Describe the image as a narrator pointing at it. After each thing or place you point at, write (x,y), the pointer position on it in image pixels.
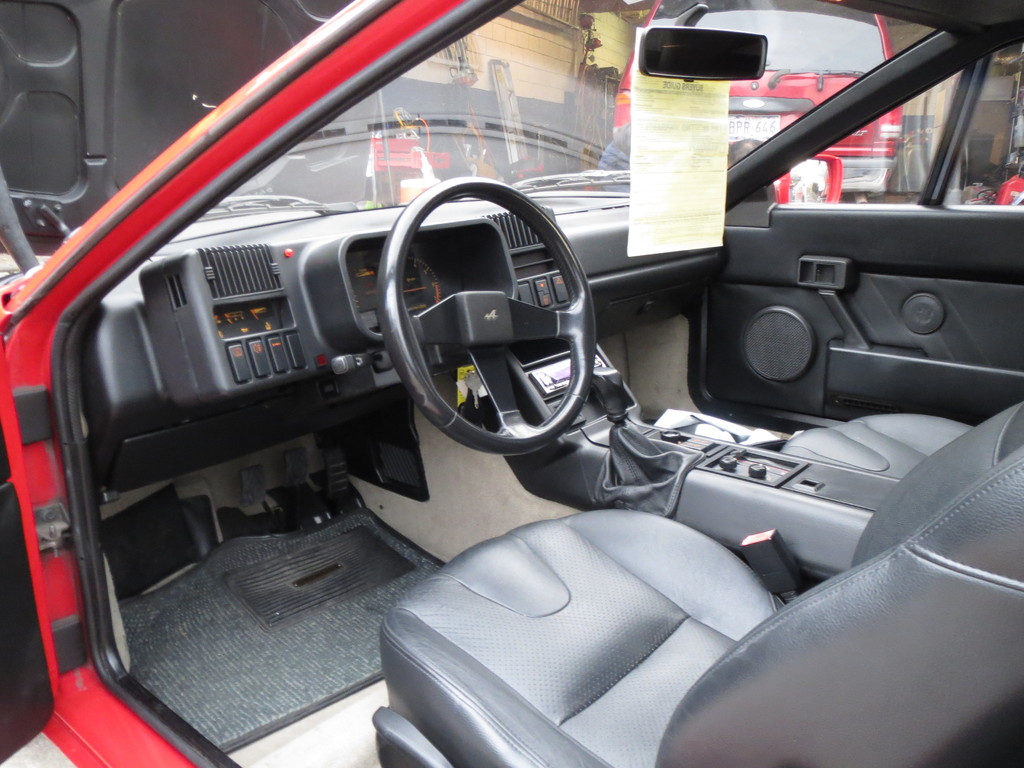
In this image I can see vehicles (499,252). Here I can see an inside view of a car (622,457) and a paper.
